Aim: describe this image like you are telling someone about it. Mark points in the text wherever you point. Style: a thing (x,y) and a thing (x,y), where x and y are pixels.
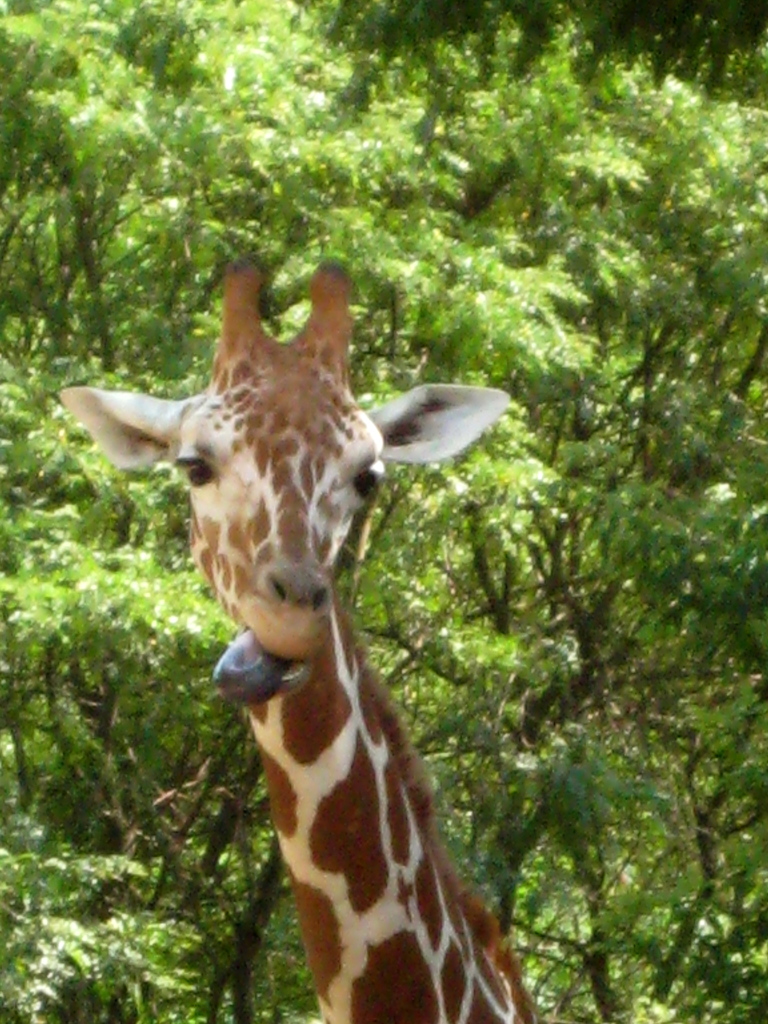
In this picture I can see the giraffe (283,745). I can see trees (266,806) in the background (373,338).
